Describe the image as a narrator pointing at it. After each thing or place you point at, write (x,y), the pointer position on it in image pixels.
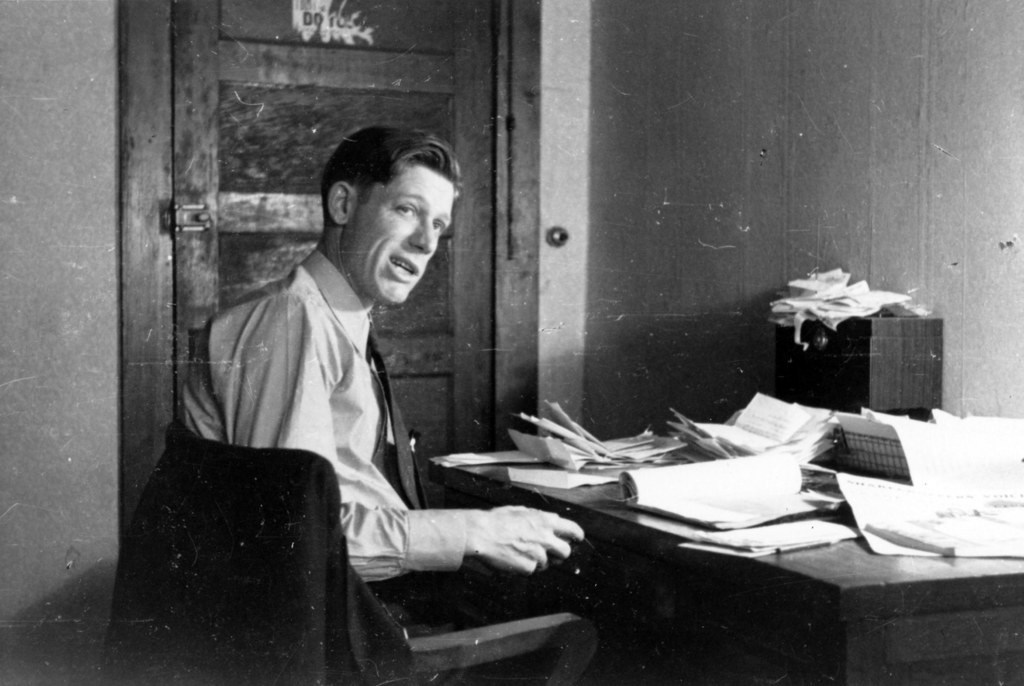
In this picture we can see a man (411,488) is sitting on a chair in front of a table (719,510), there are some papers (812,436) present on this table (873,510), on the right side (757,339) we can see a wall (829,188), in the background (347,120) there is a door (300,112), it is a black and white image.
